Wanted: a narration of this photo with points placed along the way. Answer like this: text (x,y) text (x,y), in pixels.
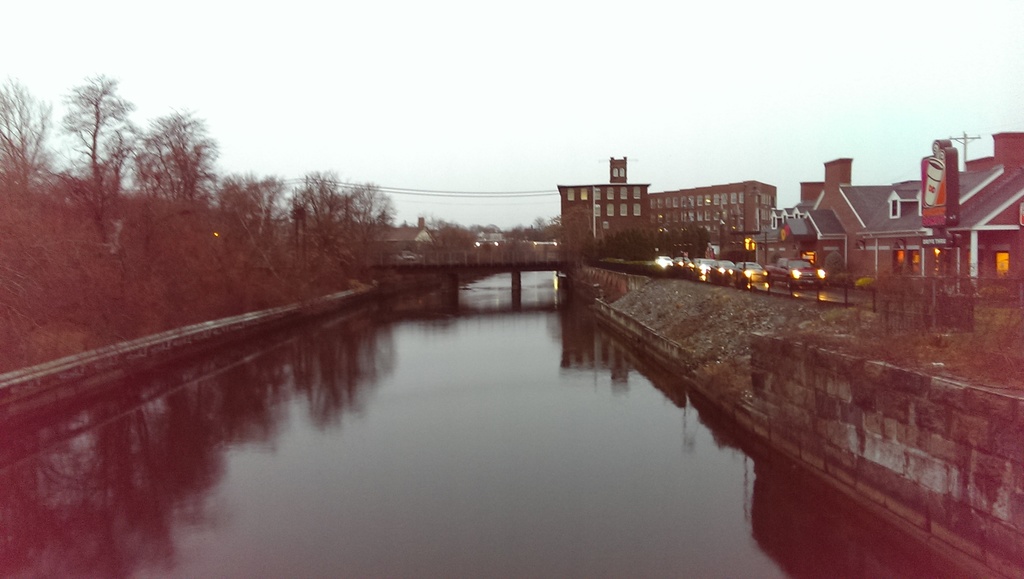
In this image, we can see trees (255,235), buildings (622,196), lights (704,271), poles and there are vehicles (821,277) on the road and we can see a bridge (530,246). At the bottom (411,426), there is water (467,427) and at the top (554,44), there is sky (645,60).
